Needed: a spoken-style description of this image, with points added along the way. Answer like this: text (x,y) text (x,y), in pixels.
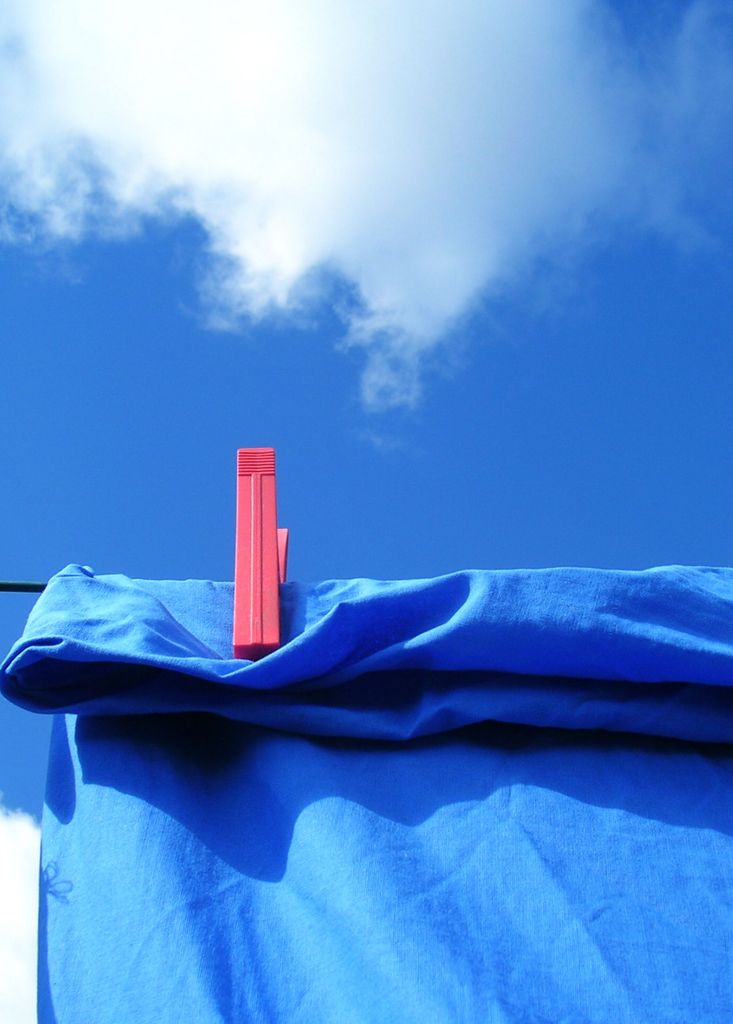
In this image, we can see a cloth (492,724) hanging on the rope (31,582). There is a clip (275,498) in the middle of the image (278,551). There is a cloud (521,129) in the sky (515,403).
